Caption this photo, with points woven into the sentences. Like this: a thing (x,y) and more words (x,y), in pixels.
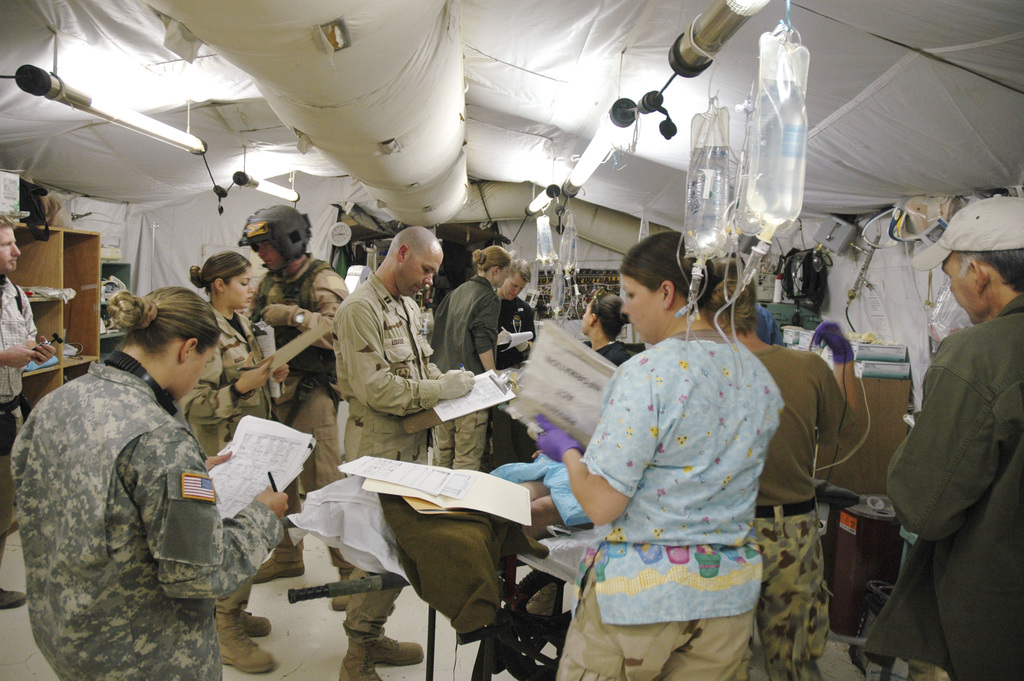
In this image we can see the inside of a tent (731,88). There are many people (670,357) and holding some objects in their hands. A person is lying on an object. There are few objects (64,294) placed on the shelves (79,303). There are few objects (942,214) at the right side of the image (735,198). There are few lights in the image.
